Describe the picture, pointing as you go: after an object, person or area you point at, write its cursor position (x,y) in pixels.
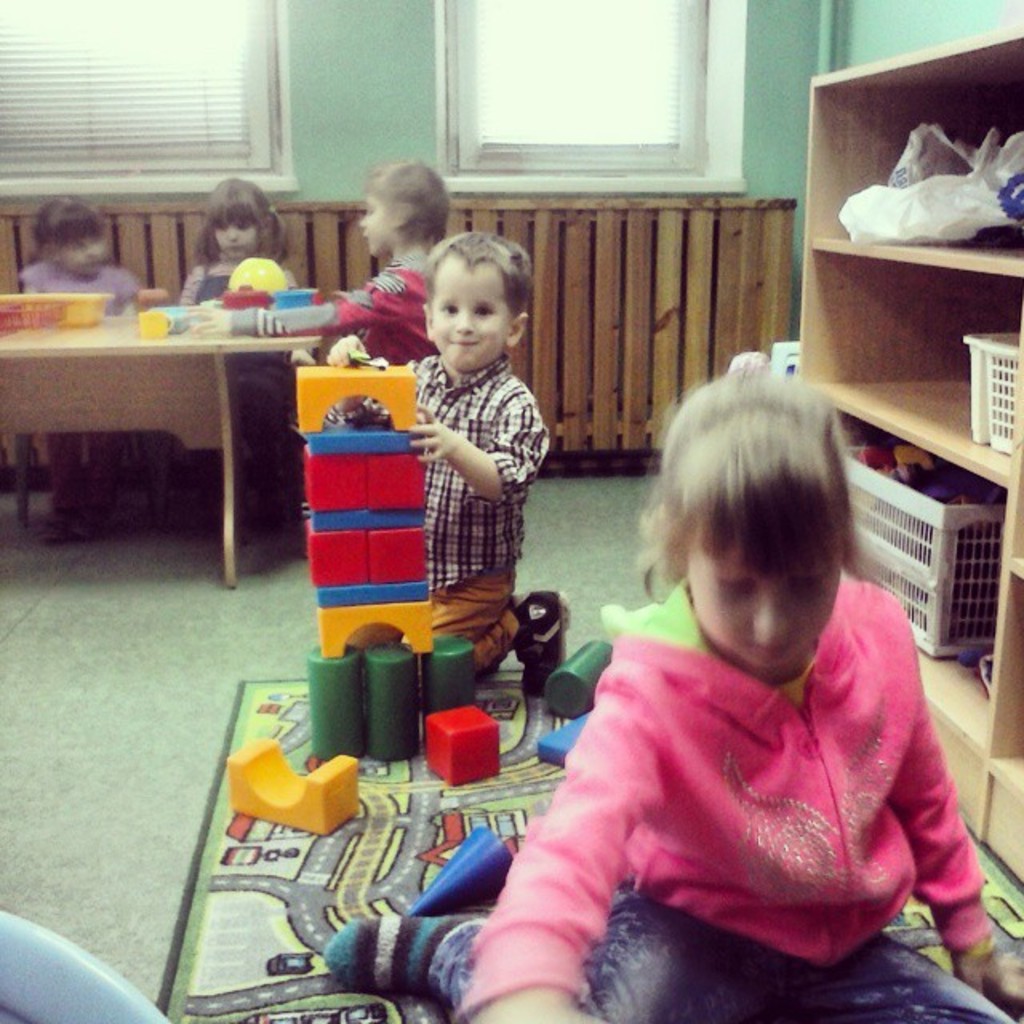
There is a girl (675,705) sitting on a mat (536,737) in the foreground area of the image (848,628), there are children (310,327), toys (332,489), rack (905,374), it seems like baskets (900,500) and windows (504,80) in the background (932,265), it seems like a chair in the bottom left side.
